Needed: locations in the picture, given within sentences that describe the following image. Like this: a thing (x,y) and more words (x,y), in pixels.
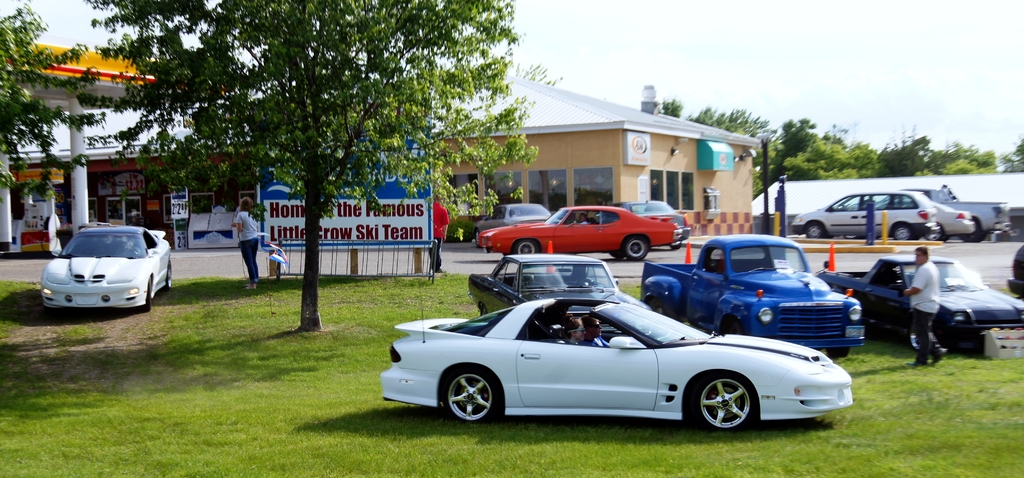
In the image we can see there are many vehicles (598,290) of different colors. There are even people (239,239) standing and wearing clothes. Here we can see the grass (340,374), trees (335,124), poles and the sky (840,46). Here we can see the building (496,179) and the poster (399,218) and we can see the text (360,234) on the poster (389,194).
